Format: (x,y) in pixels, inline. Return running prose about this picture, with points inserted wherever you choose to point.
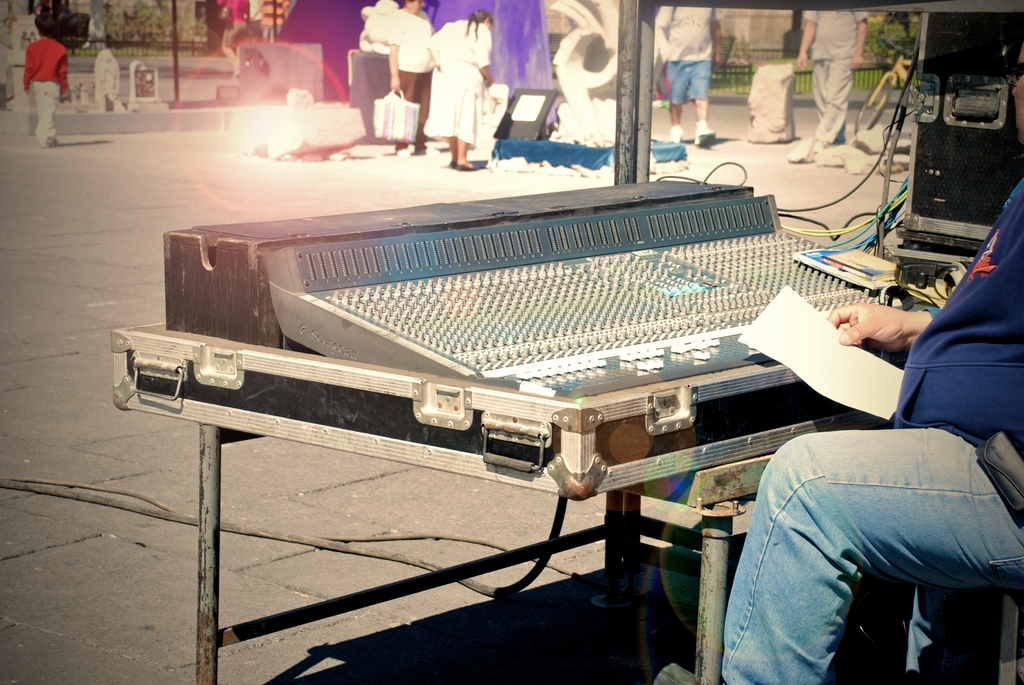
In this image we can see electronic devices (760,296), boxes (929,169) on the stands (342,603) and a person (917,570) is sitting on the right side (922,499) and holding a paper (882,405) in the hand (894,331). In the background (315,136) we can see few persons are standing and walking on the road (209,189), poles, fences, plants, a person (396,91) is holding a bag (378,100) in the hand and other objects (91,74).
